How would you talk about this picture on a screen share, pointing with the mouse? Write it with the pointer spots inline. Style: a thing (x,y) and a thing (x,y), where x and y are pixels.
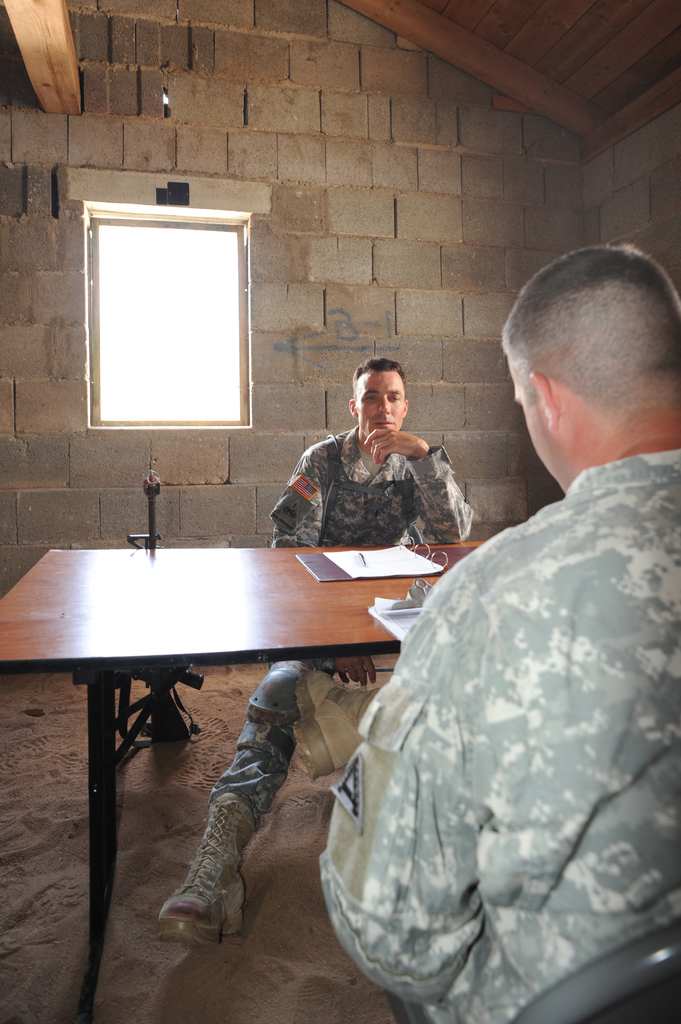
In this image we can see these persons (402,859) wearing uniforms (381,936) and shoes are sitting on the chair (680,962) near the wooden table (135,591) where files (409,599) are kept which is placed on the sand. In the background (38,398), we can see the stonewall (13,71), wooden roof (625,36) and the window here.
